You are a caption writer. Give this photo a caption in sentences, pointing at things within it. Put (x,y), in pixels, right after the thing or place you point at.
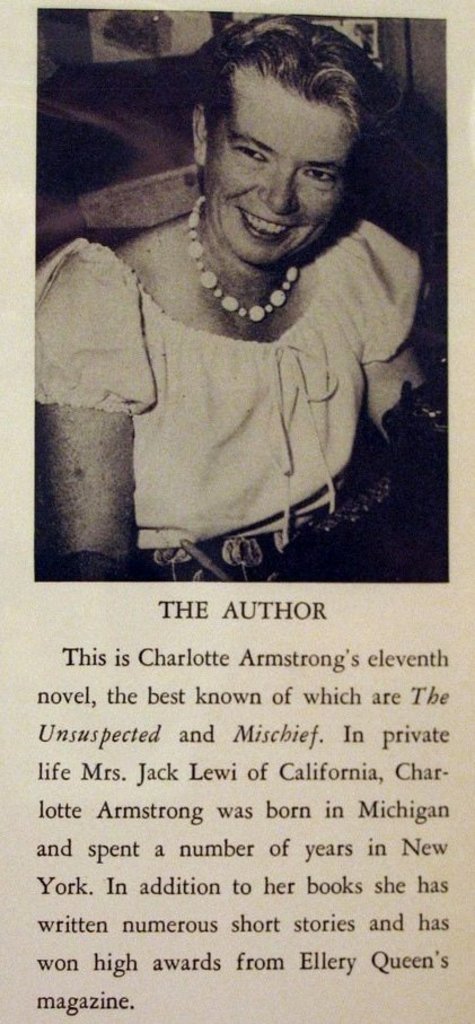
This is a magazine (277,569). This is a black and white picture. At the top of the image (232,128) we can see a lady (211,248) is sitting on a chair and smiling. In the background of the image (408,116) we can see the wall (380,52) and papers (99,38). At the bottom of the image (251,765) we can see the text (210,962).
